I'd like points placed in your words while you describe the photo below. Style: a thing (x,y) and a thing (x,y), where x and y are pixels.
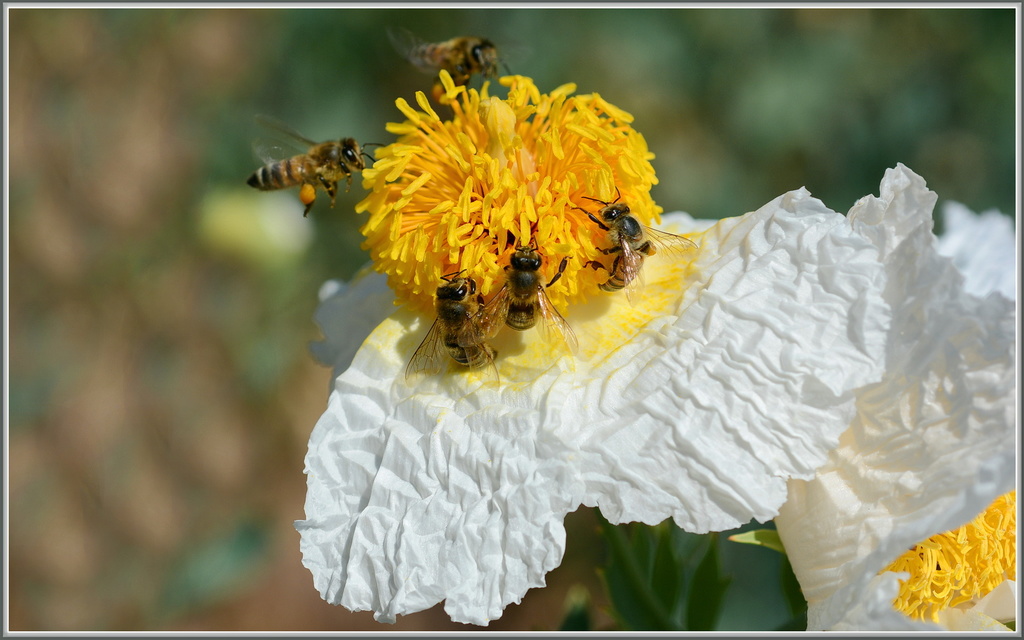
In this picture we can see white and yellow color flower (578,366) on which three honey bees (428,349) are sitting on it. Behind we can see a blur background (64,186).
